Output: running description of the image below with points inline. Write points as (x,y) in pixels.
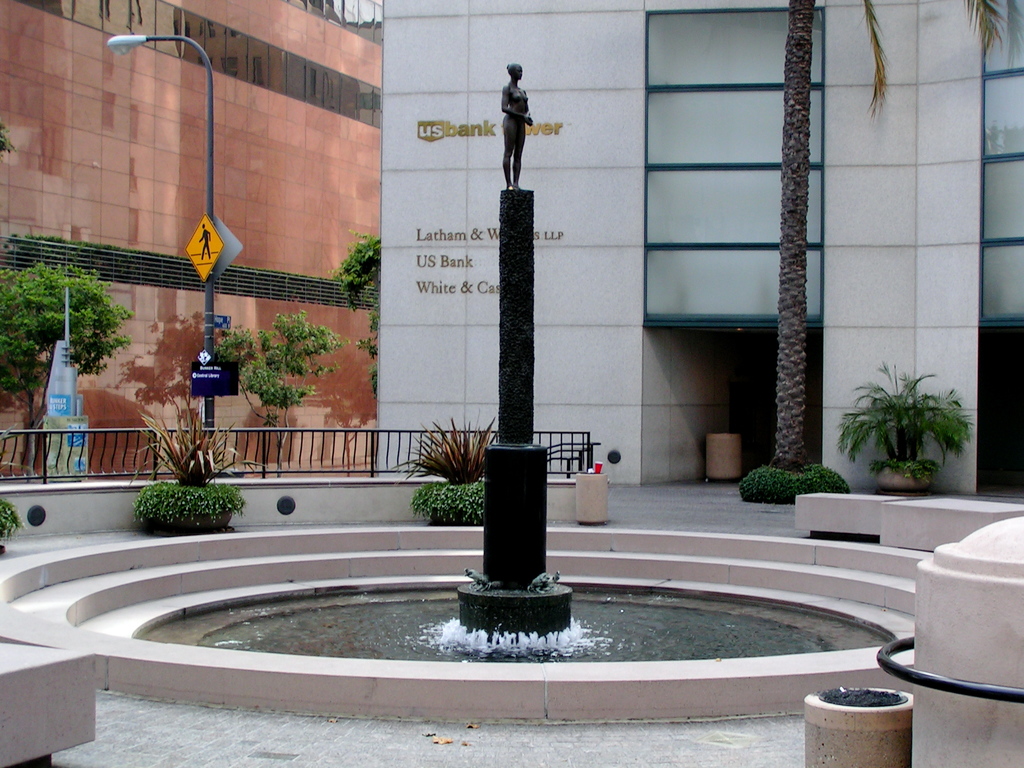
In the center of the image (529,422) there is statue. At the bottom of the image (384,724) there is floor (331,724). In the background of the image (358,134) there are buildings (396,144), trees (796,336), plants (181,421), light pole (210,141), fencing (344,446). There is some text (474,131) on the wall (468,213) in the background of the image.
